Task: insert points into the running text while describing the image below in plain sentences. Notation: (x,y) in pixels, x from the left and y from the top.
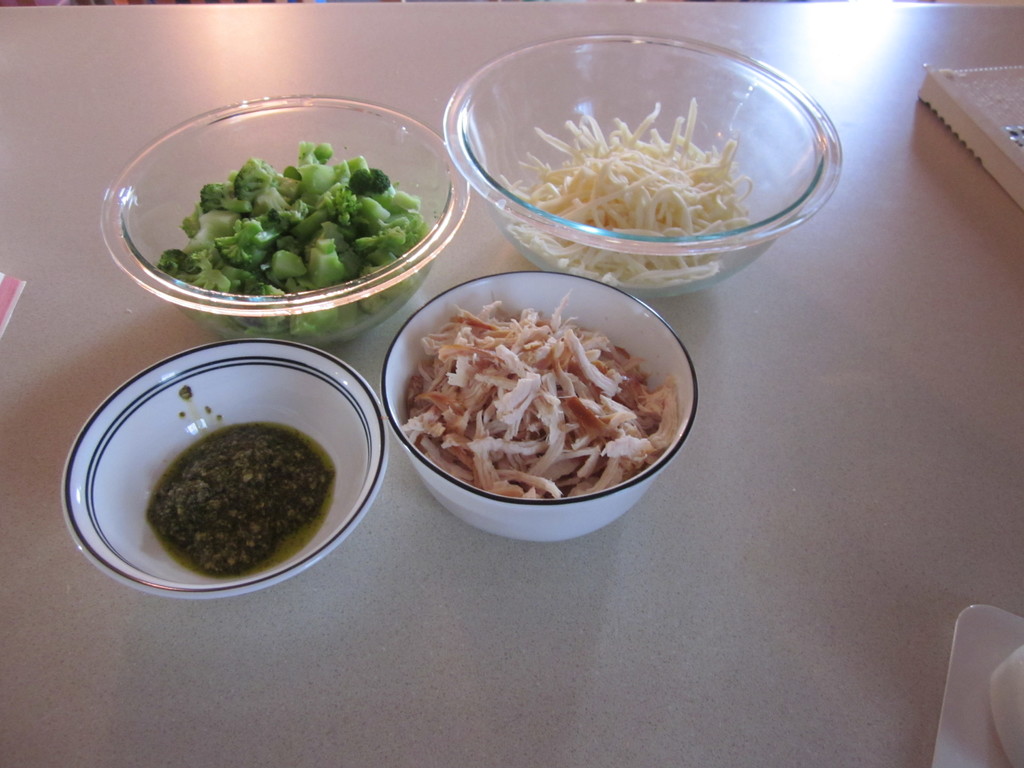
This image consists of four bowls (423,469) in which there are food items (304,509). At the bottom (496,714), there is a table (525,629).
